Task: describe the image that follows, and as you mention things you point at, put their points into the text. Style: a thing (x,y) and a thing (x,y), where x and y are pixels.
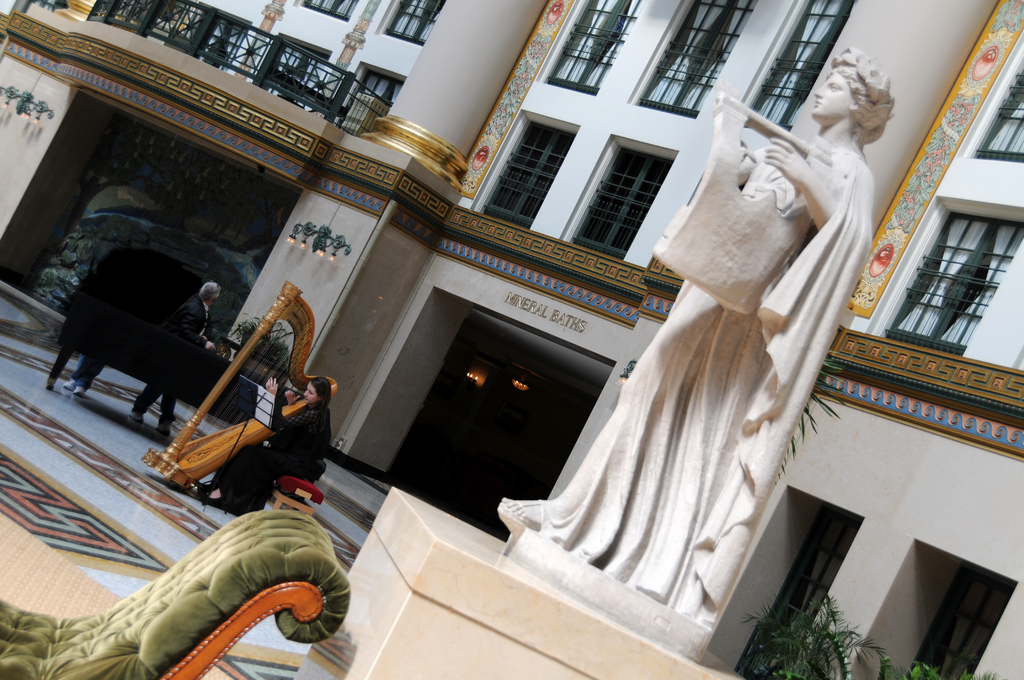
In this image we can see a building (463,184) and it is having many windows (550,127). There is a statue (791,257) in the image. There are few lights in the image. We can see a person (237,455) playing a musical instrument (205,444) in the image. There are few people (199,330) in the image. There is some text (550,312) on the wall (547,316). There are few plants (830,664) at the right side of the image (813,670).
